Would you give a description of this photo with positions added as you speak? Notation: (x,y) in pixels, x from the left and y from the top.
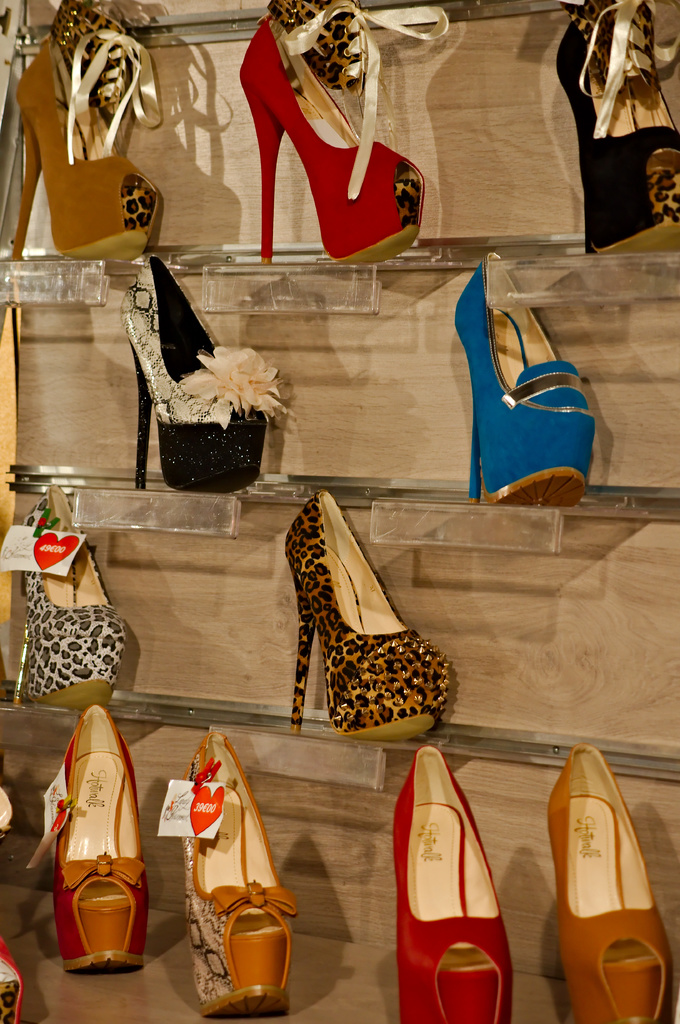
In this image we can see many shoes (69,921) arranged in a shelf (499,733).
